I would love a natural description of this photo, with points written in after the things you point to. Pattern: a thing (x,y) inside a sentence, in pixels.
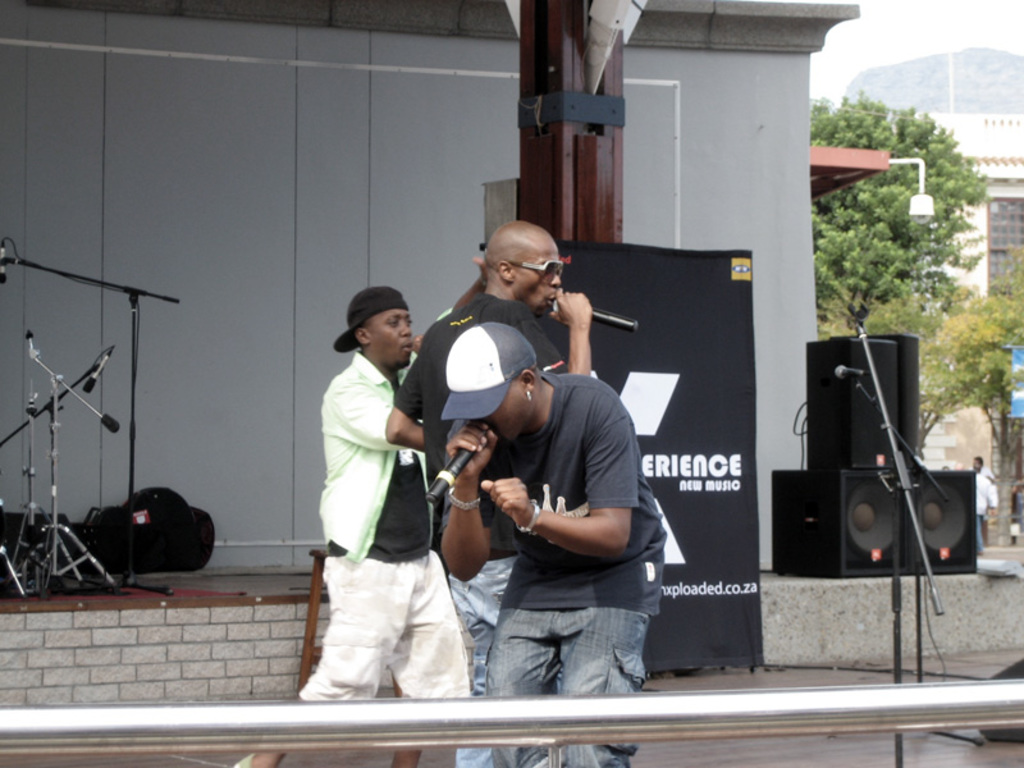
In this image there are a few people (503,456) standing and holding mics (467,450), in front of them there is a steel rod (487,703), behind them there is a banner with some text (705,474) and speakers (849,503) and mic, there are few more mics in front of the wall (645,147) of a building (773,164). In the background (877,222) there are trees (916,244), few people (981,489) are walking on the road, buildings (1001,194) and the sky (914,29).
